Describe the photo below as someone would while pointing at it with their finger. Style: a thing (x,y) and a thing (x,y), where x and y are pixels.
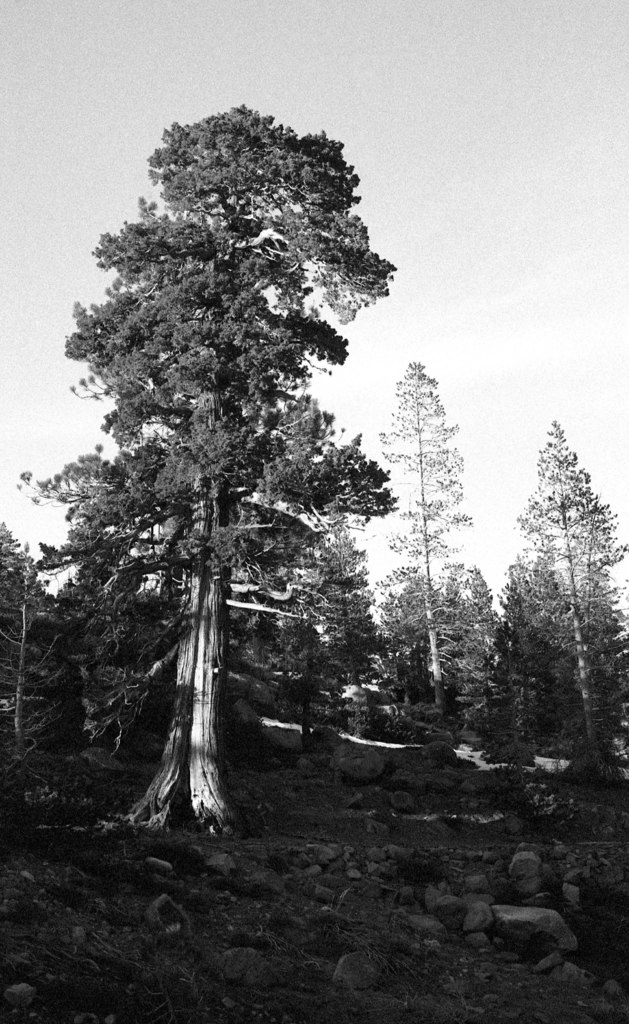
This is a black and white image as we can see there are some trees (338,555) in the middle of this image (383,568) and there is a sky (472,195) at the top of this image (385,81) and there are some stones (159,917) at the bottom of this image (157,909).
